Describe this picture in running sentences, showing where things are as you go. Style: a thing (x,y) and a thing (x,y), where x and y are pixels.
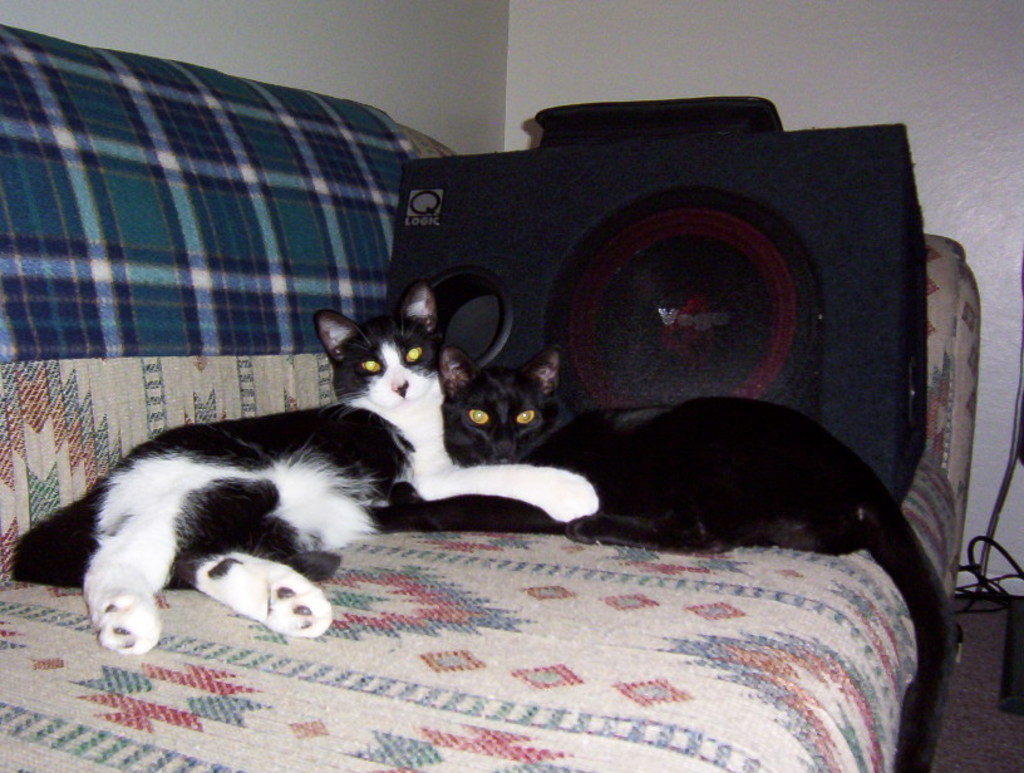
In the picture I can see two cats (413,457) lying on the sofa (525,625). In the background (701,28) I can see white color wall (555,47) and some other objects (639,388).
